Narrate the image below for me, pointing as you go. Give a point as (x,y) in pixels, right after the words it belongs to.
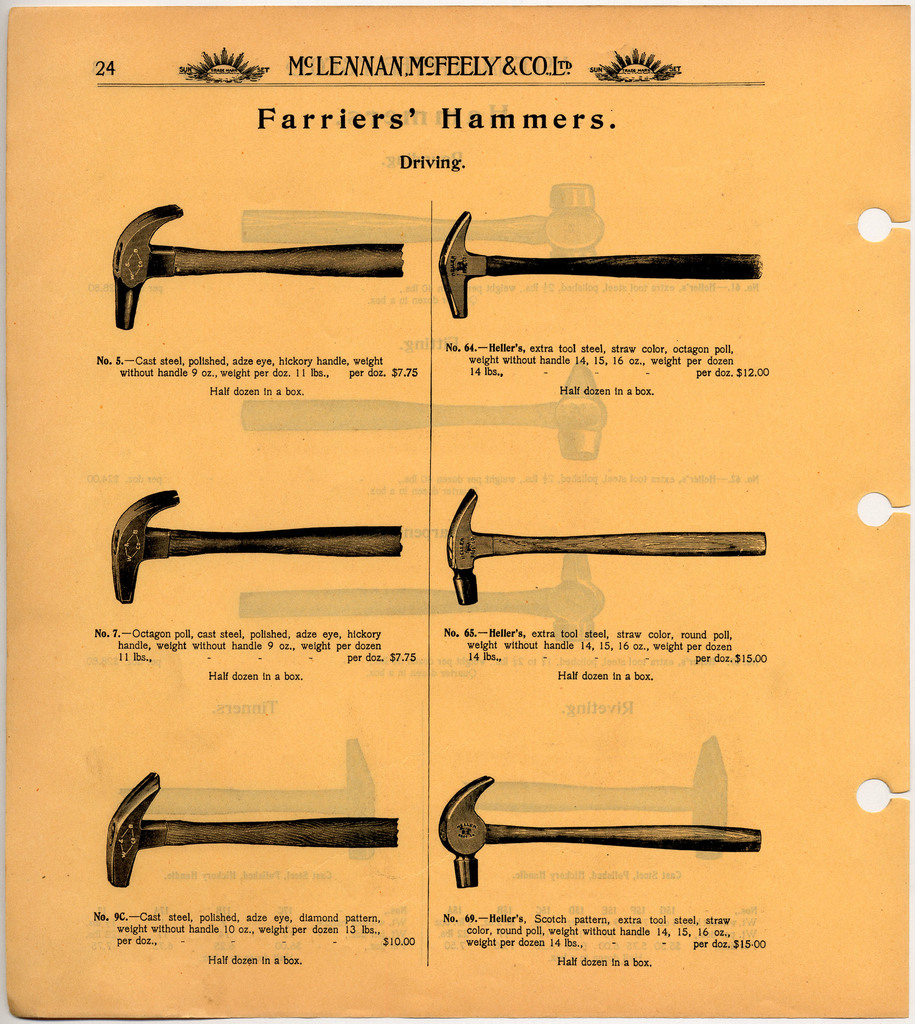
In this image we can see a paper (656,528) with different shapes of hammers (449,295). We can also see the text (607,681).
